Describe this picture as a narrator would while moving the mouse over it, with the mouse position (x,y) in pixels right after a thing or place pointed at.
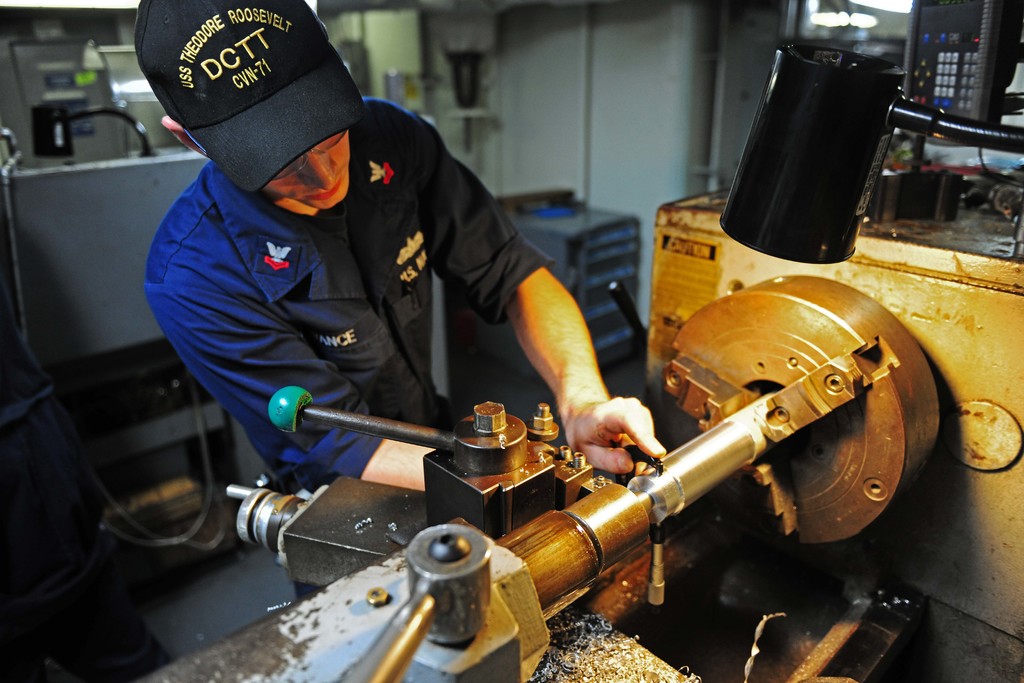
In this image there is a machine (788,384). There is a person (350,330) standing beside the machine (774,356). The person (318,123) is wearing a cap (325,116). To the right (809,180) there is a table lamp (810,133). In the background (124,75) there are many machines (53,200) and a wall (568,93).
